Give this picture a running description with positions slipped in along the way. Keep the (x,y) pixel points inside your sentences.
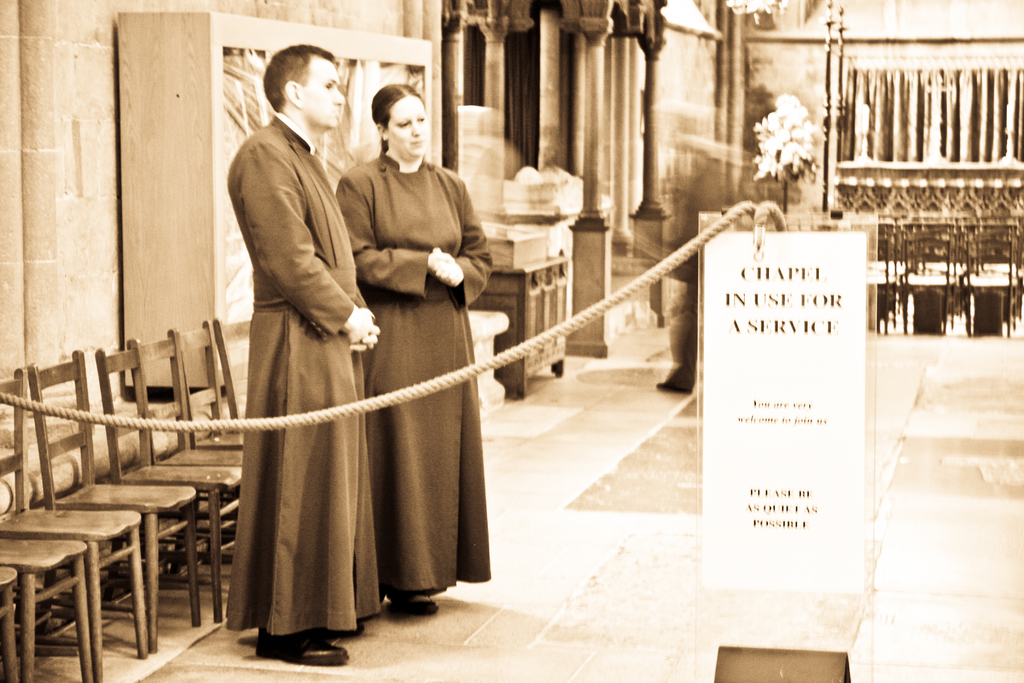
There are two persons (318,228) standing. In front of them there is a rope (320,419) and a banner (804,466). Behind them there are chairs (15,431). There are pillars (613,170). And there is a cupboard (165,197) in the background (142,133).
